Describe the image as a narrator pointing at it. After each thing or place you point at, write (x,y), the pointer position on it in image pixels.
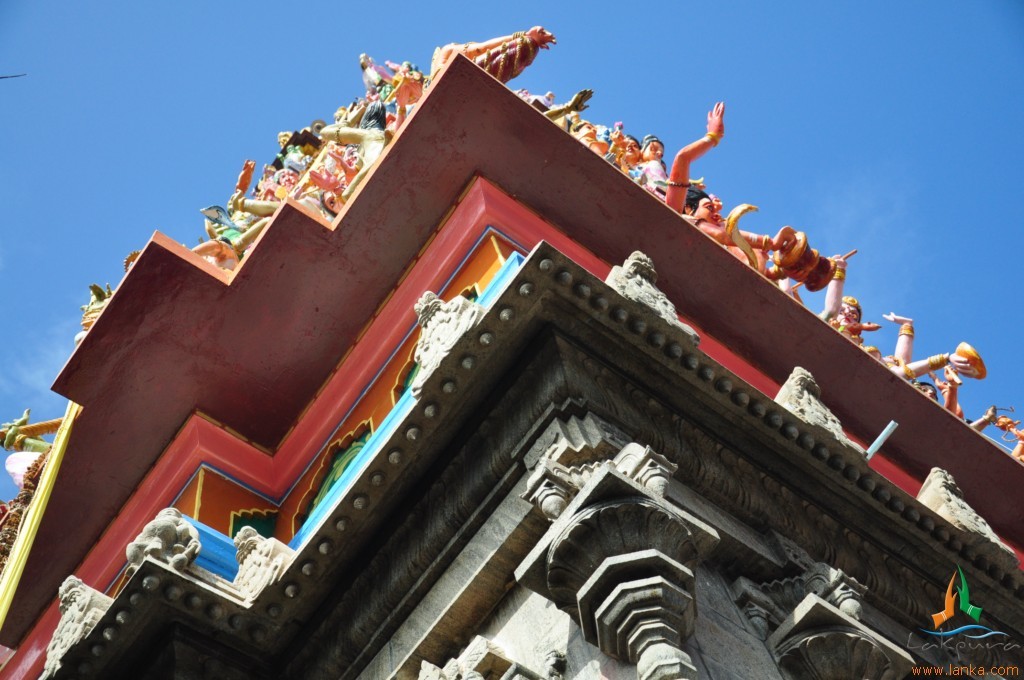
At the bottom of the image (92,455) we can see a temple (92,416), on the temple (507,77) we can see some sculptures (342,158). At the top of the image (865,183) we can see the sky (991,183).
